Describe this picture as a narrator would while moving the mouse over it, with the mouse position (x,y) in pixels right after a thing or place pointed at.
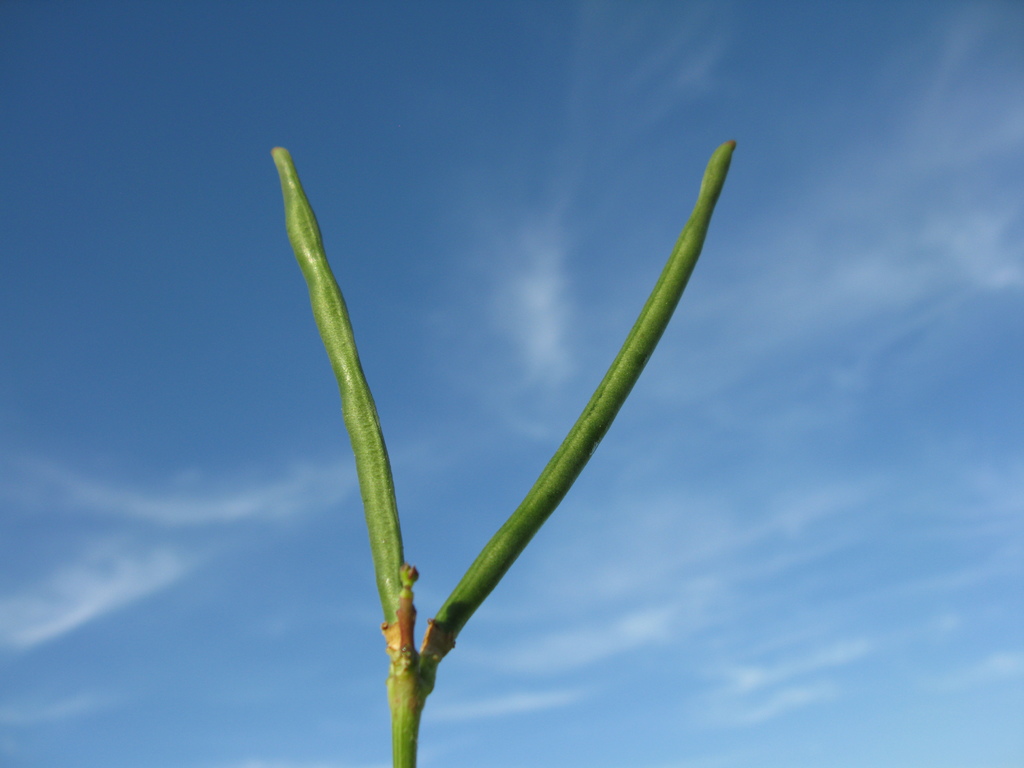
Here we can see stem (416,764) of a plant (399,760) and there is a blue background (49,81).
